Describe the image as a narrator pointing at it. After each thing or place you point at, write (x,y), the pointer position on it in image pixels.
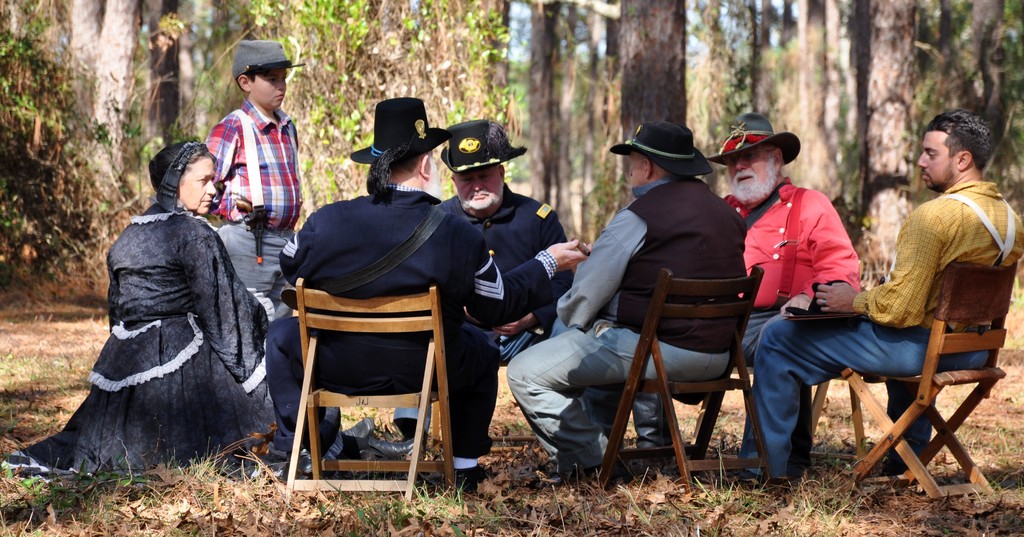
In this image i can see few people (708,264) sitting on chairs (339,297) wearing hats (649,153) and a child (229,121) standing in front of them. In the background (330,65) i can see trees (534,43) and sky (519,38).
